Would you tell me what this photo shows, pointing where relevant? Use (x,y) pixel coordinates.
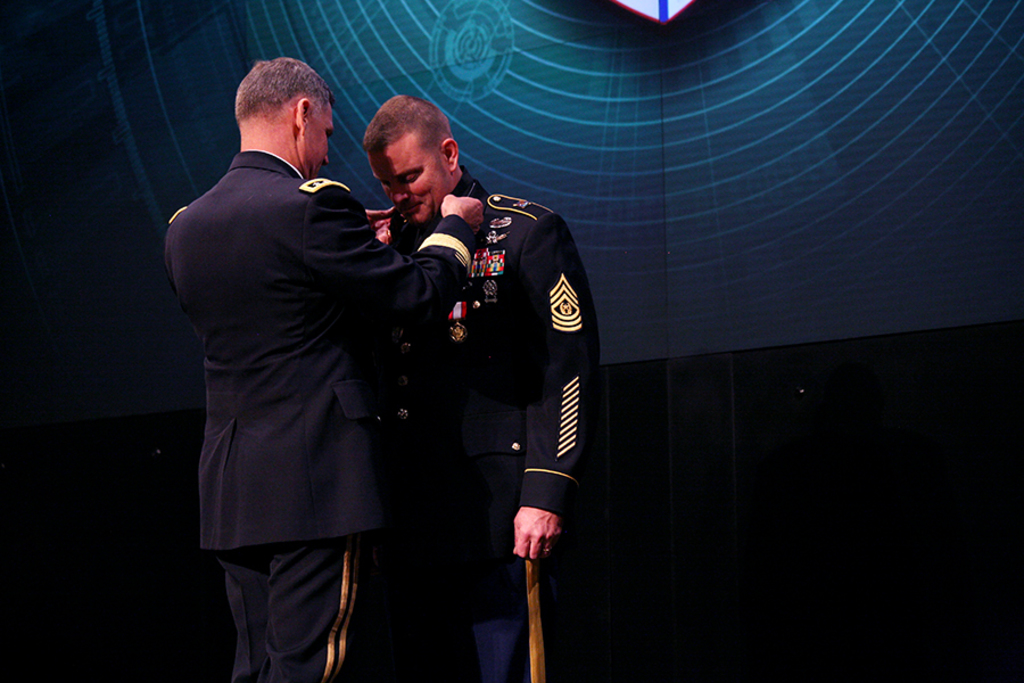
In the center of the image (510,276) there are two persons (510,276) standing wearing a blue color uniform (369,542). In the background of the image (681,337) there is a wall (633,213).
